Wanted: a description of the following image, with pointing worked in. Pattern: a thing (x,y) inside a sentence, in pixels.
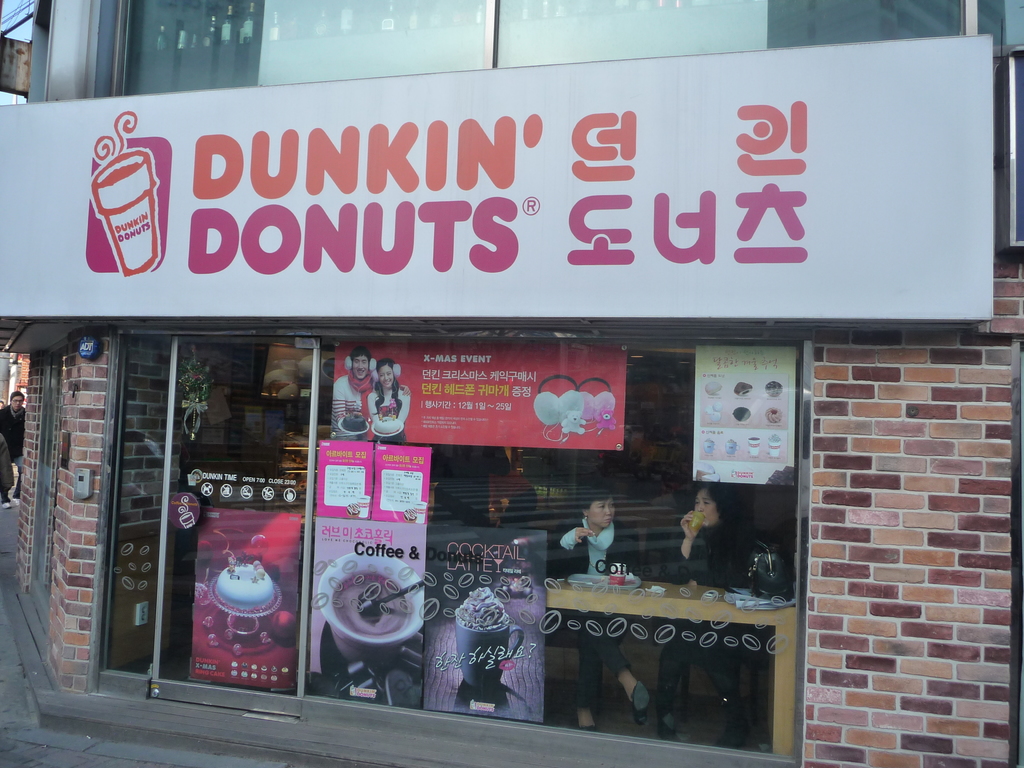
Hoarding (474,301) is on the building (817,7). On this glass wall (724,522) and glass door (216,492) there are posters (749,389). Here we can see a person (7,427). Through this glass (552,491) we can see people (597,530), bag (766,579) and table (626,608).
